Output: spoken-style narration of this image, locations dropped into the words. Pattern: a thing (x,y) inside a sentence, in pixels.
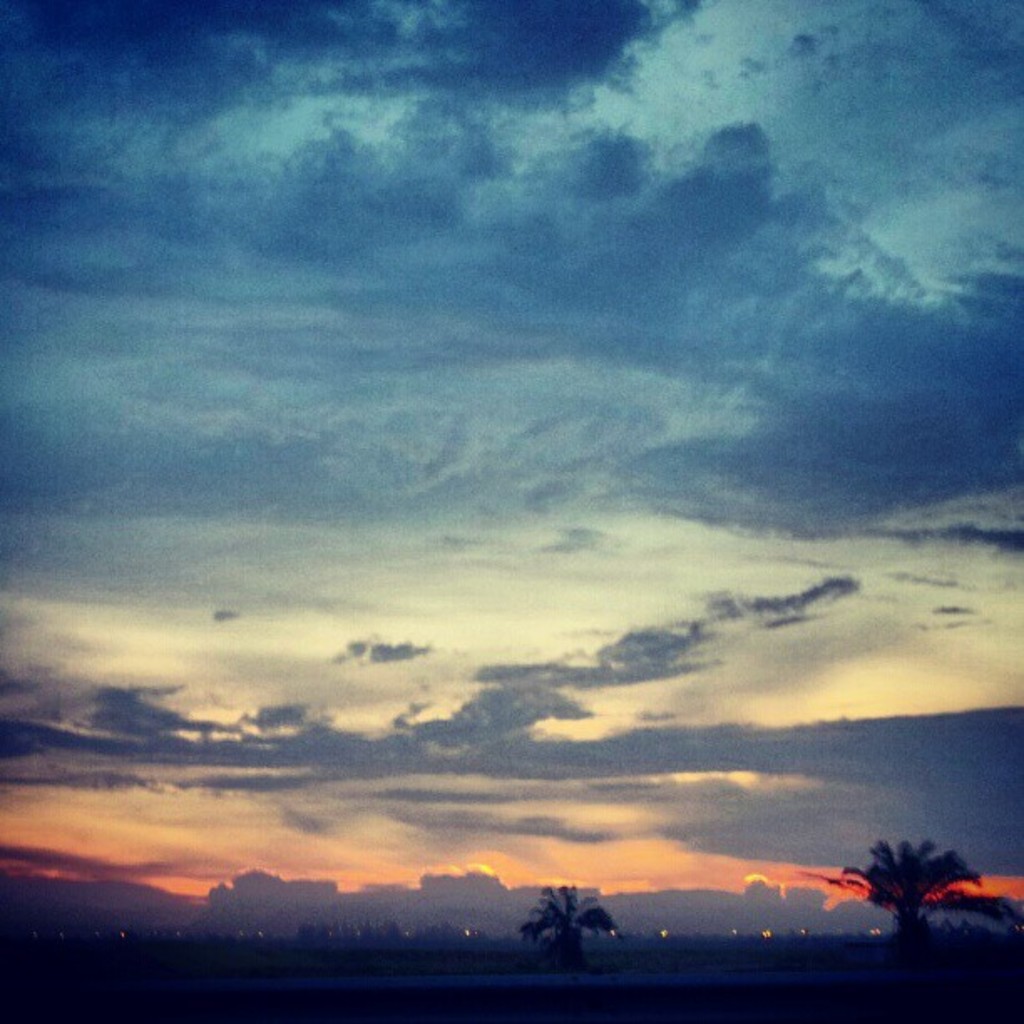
In this picture I can see trees (606,921), buildings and I can see a blue cloudy sky (558,507).
